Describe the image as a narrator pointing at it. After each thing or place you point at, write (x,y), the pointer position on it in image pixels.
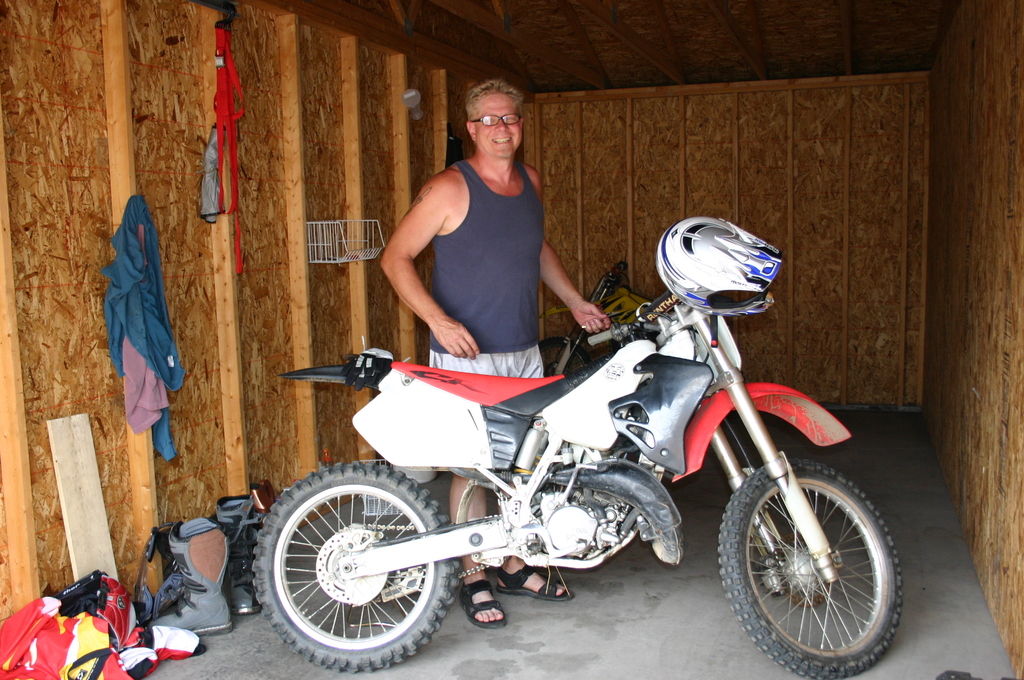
In this image, I can see two motorbikes (635,368), a helmet (697,275) and a person (460,298) standing and smiling. At the bottom left side of the image (224,633), I can see the shoes (238,511) and few other objects (121,627) on the floor (208,657). I can see a cloth (155,291) and belt (231,113) hanging to the wall (132,137).
